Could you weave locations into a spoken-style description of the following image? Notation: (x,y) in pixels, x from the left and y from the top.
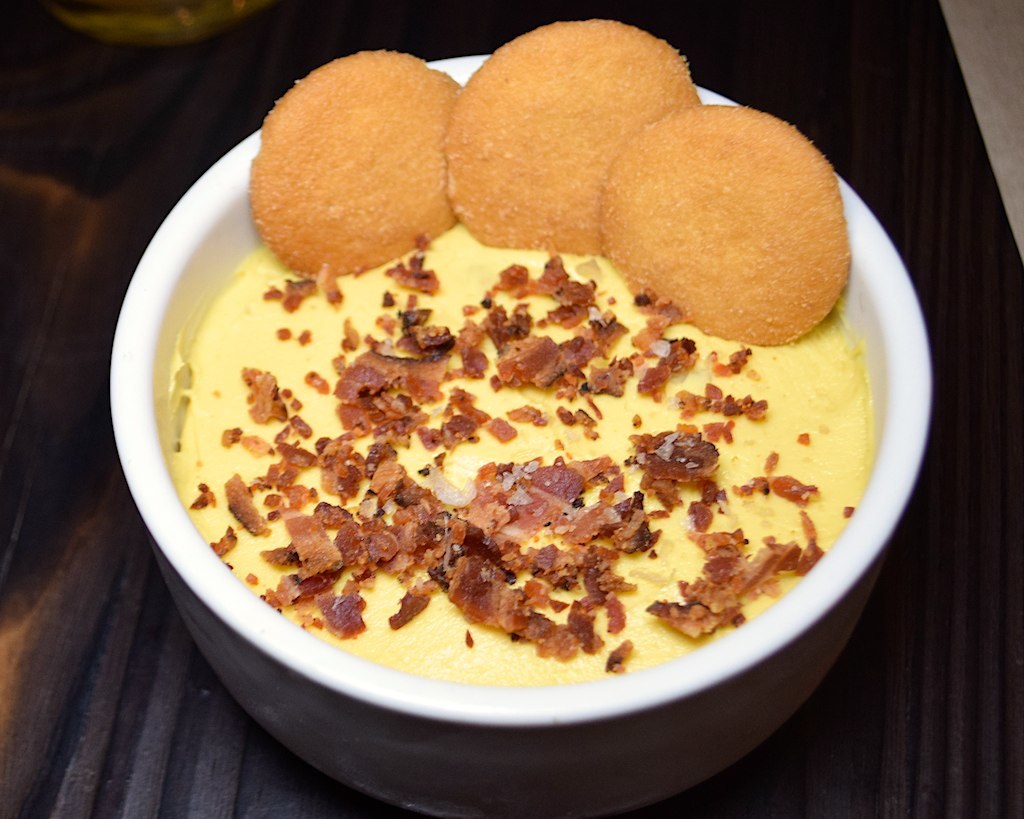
In this image on a table (860,126) there is a bowl (360,666). In the bowl (728,657) there is food (618,248).
